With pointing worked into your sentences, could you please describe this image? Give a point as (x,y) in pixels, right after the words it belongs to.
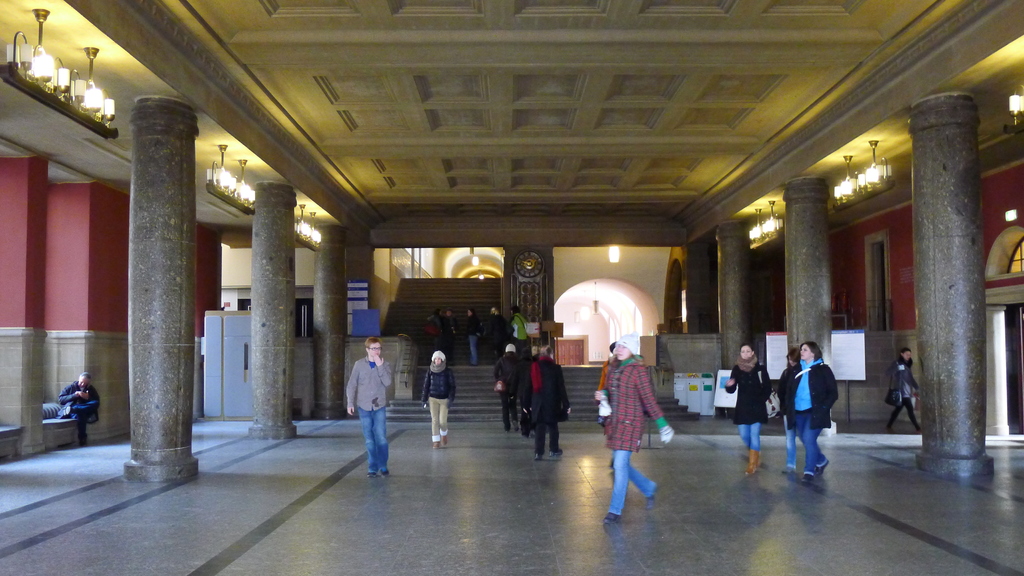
In this image there are people (358,381) walking on the floor (549,474). Behind them there are a few other people (508,345) standing on the stairs (459,379). There are pillars (949,404). There is a wall (909,293). On top of the image (884,176) there are lights (19,66). There are boards (375,329). In the center of the image (543,264) there is a clock (528,264).
